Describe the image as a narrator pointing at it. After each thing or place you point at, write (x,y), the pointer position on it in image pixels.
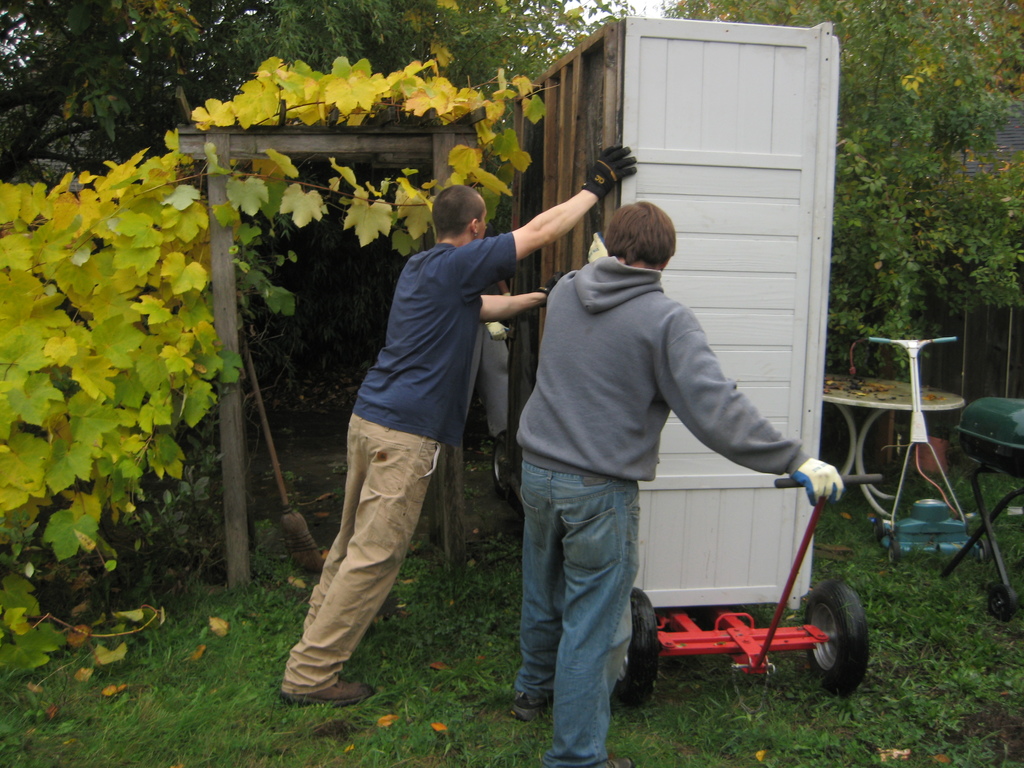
In this image there are two people (558,387) pushing the wooden object (759,60) on the trolley (689,624). On the right side of the image (868,405) there is a table (949,385) and there are a few other objects (947,549). At the bottom of the image (465,708) there is grass (195,699) on the surface (980,574). There is a wooden arch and there is a brush (283,522). In the background of the image (301,260) there are trees (317,242).
